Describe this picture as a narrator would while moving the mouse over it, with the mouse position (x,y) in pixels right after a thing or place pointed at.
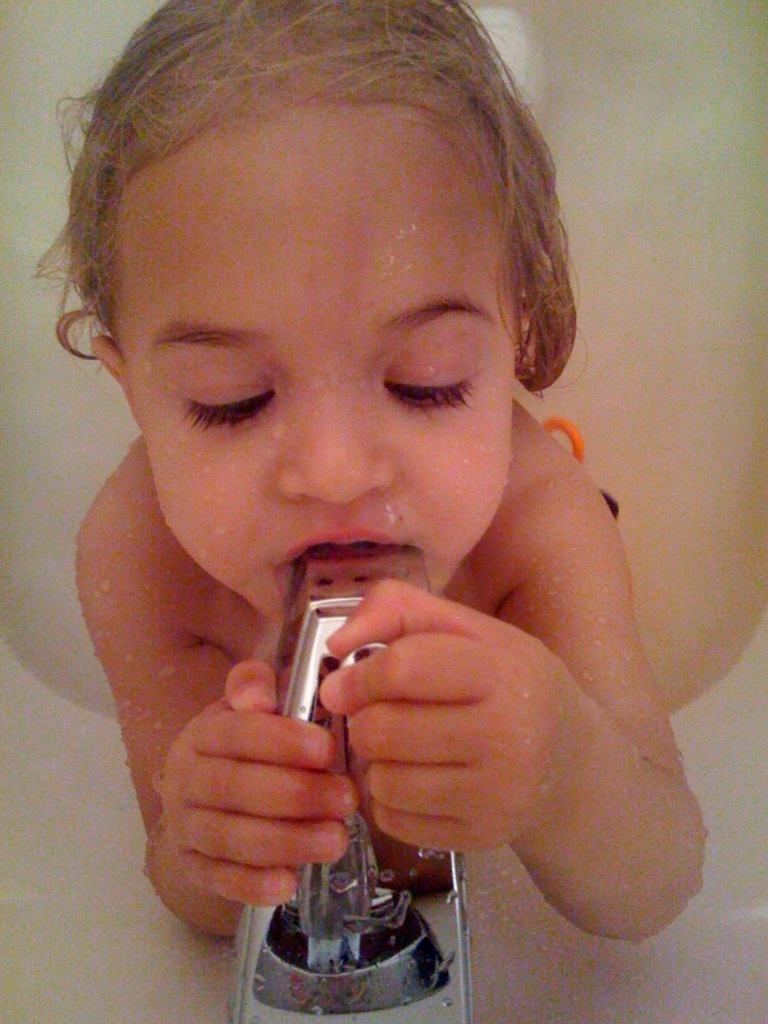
Here I can see a baby (291,817) is holding a tap (294,652) with hands (303,759) and mouth (326,536).
